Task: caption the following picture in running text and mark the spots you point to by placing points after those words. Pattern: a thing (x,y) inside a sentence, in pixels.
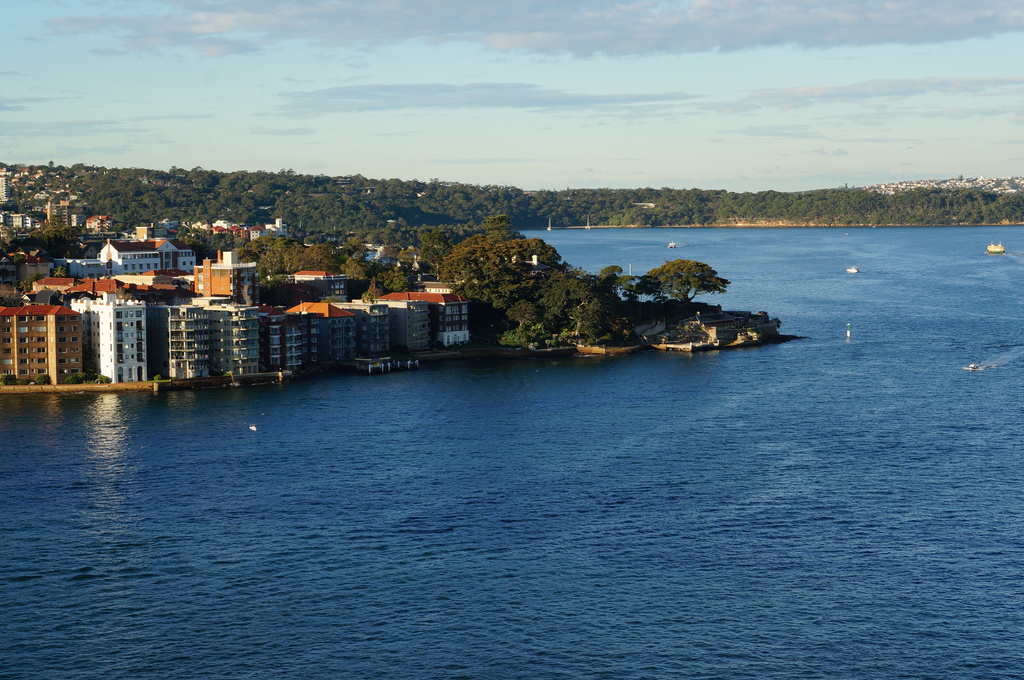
In this picture we can see boats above the water (903,254), trees (773,204) and buildings (277,231). In the background of the image (710,102) we can see the sky (677,101).
